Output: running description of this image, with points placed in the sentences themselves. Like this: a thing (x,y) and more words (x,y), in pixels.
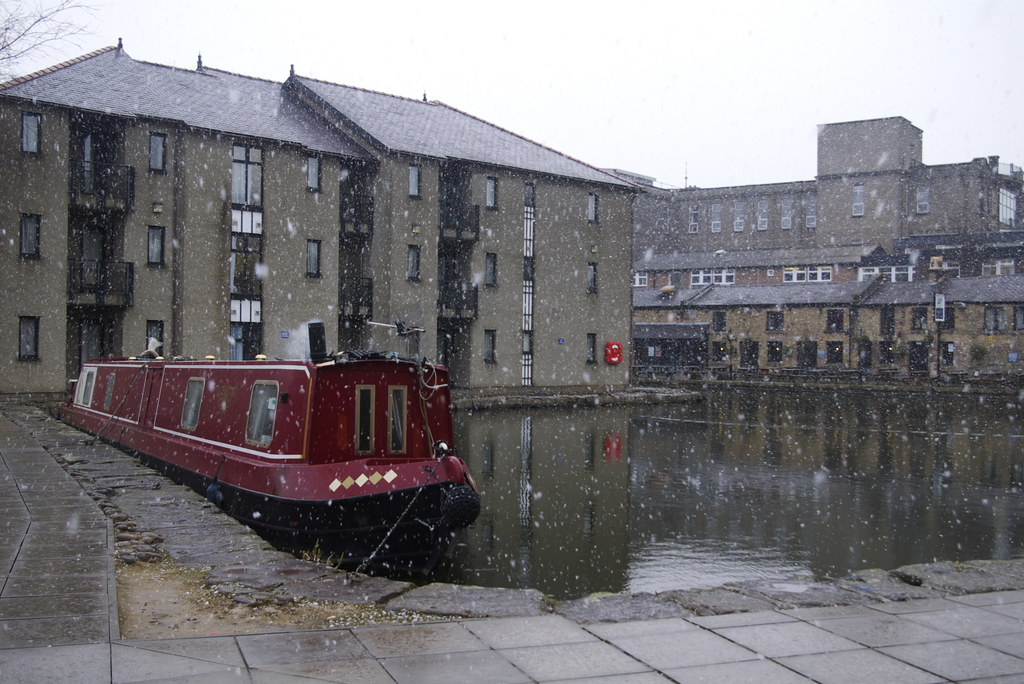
In this image, we can see some houses (697,191). We can also see a boat (453,458) and some water (594,454) with the reflection (646,440). We can also see the ground (126,641) and the sky (55,48). We can also see some object (59,40) on the top left corner (59,40).
